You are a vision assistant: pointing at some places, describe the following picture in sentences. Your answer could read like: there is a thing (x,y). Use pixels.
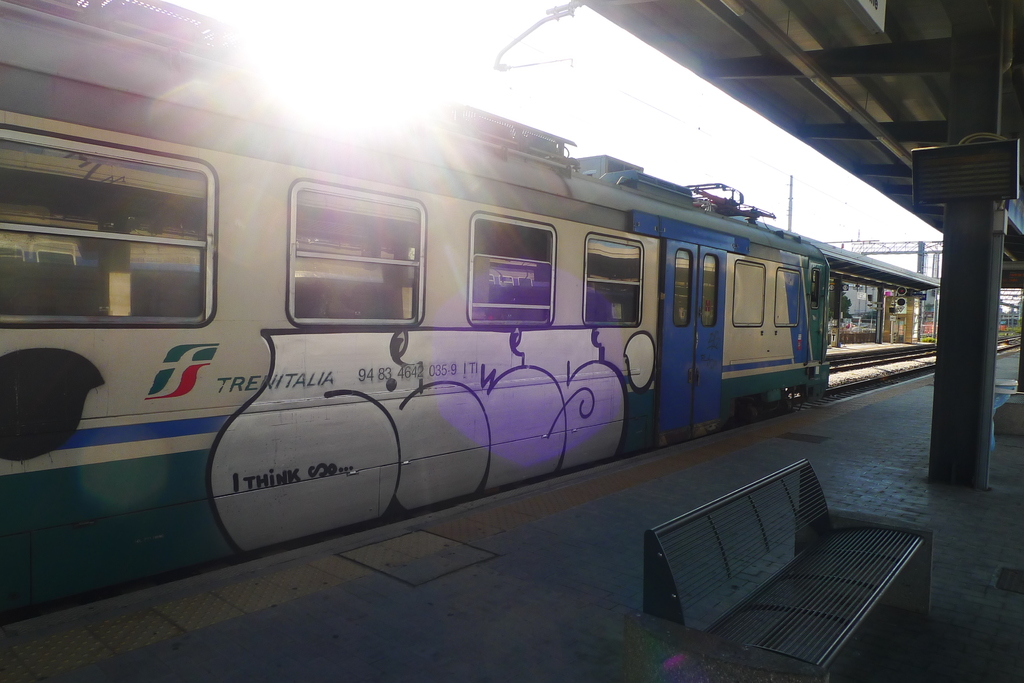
In this image there is a train (493,391) on the track (918,364) in the railway station (687,458). On the right (689,498) and left side of the train (465,284) there is a shed (879,276), below the shed (658,12) there is a bench (804,574), pillar (981,471) and path (867,441). In the background (790,191) there is a pole (788,212), metal structure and the sky (779,226).
